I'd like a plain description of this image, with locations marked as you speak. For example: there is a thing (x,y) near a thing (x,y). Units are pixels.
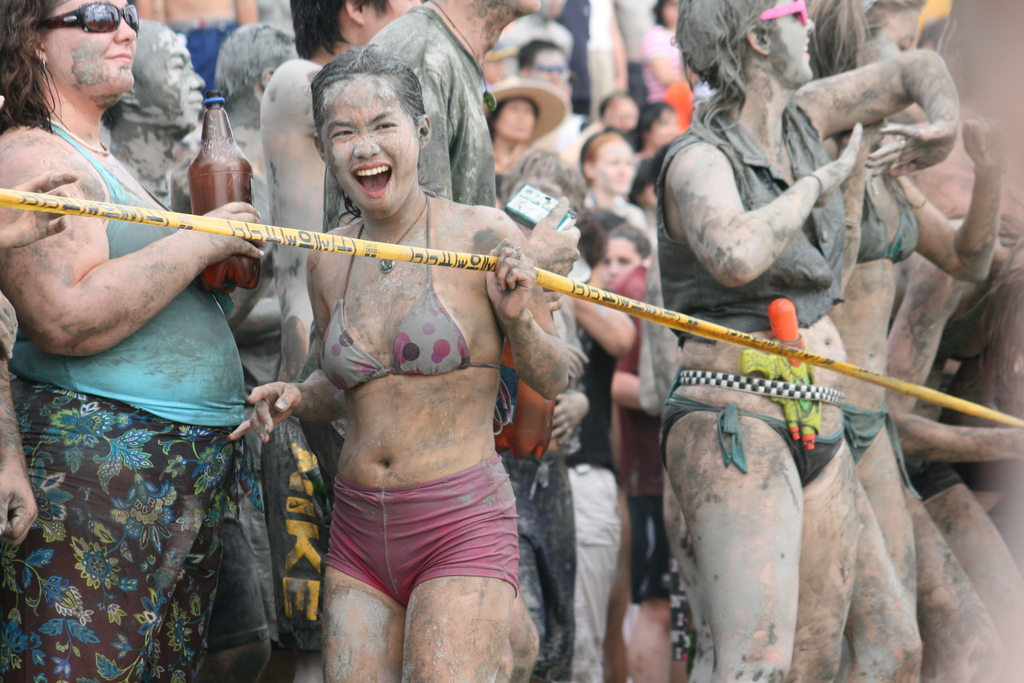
In this image, we can see persons (757,119) wearing clothes (696,303). There is a person (398,274) in the middle of the image (444,283) holding a ribbon (454,259) with her hand (506,274). There is an another person (64,323) on the left side of the image (53,278) holding a bottle (242,176) with her hand (237,244).
